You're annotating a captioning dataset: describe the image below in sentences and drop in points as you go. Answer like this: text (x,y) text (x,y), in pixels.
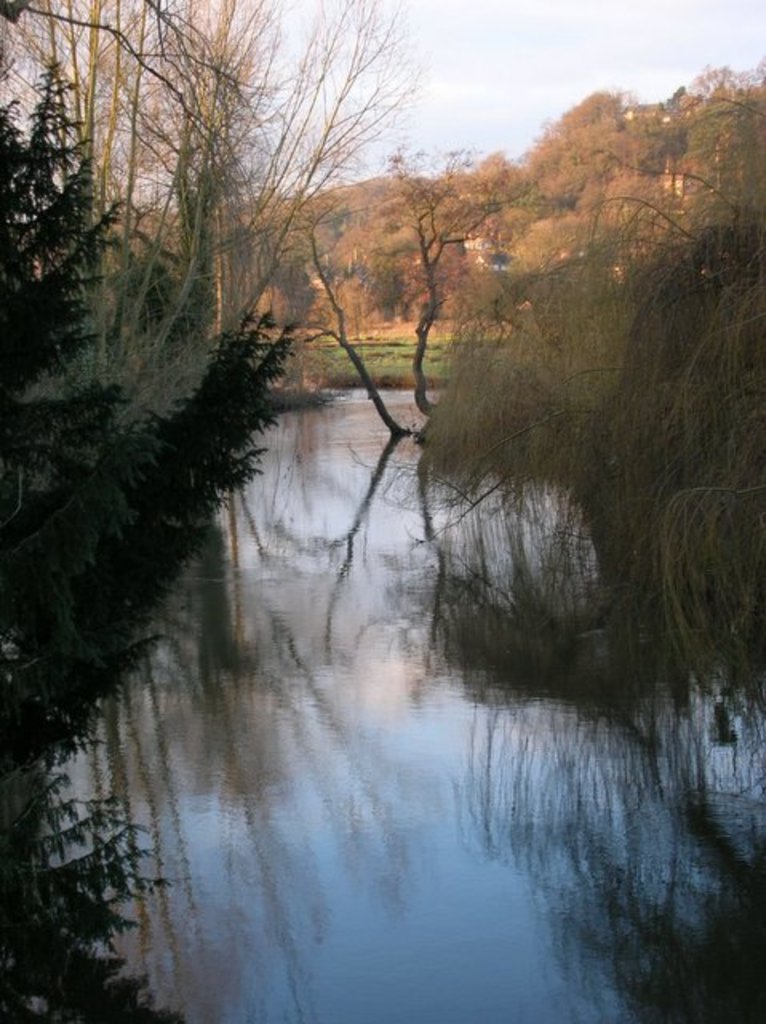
In this image we can see some trees (676,548), at the middle of the image (345,596) there is water (368,530) and at the background of the image (265,133) there are some houses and clear sky (459,66).
